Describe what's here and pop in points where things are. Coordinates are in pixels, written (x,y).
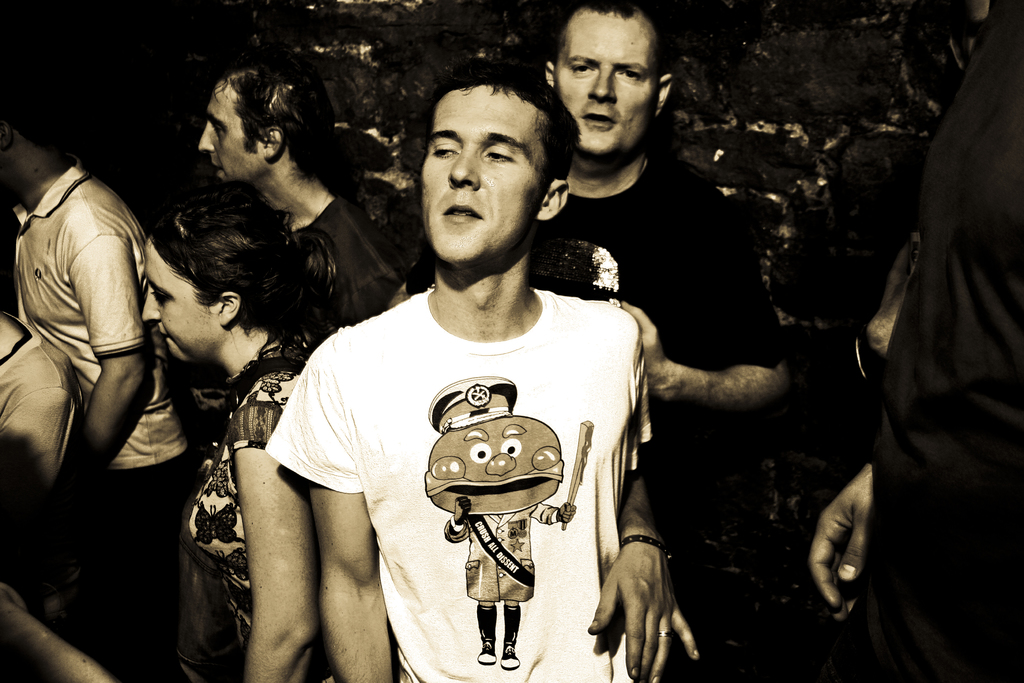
In this picture there are people (612,109) in the image.
